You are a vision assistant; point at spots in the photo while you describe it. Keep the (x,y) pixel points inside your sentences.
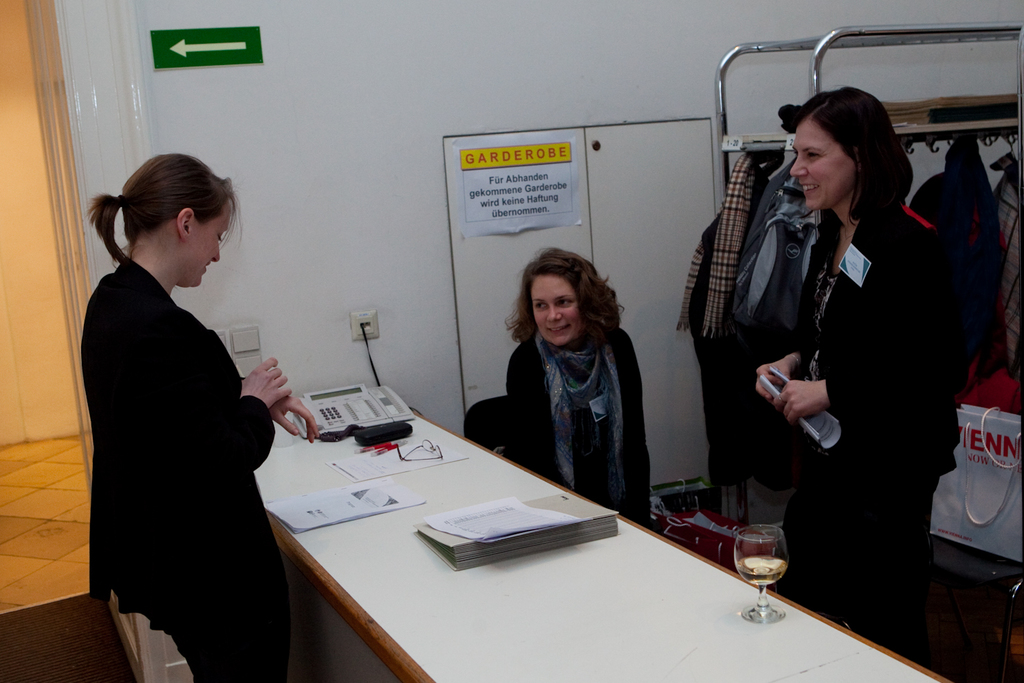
In this image In the middle (345,454) there is a table (600,560) on that there is telephone (357,417), paper (376,513) and file (545,537). On the right (885,275) there is a woman (869,298) she is smiling her hair (869,145) is short. In the middle (548,419) there is a woman (537,424) she is sitting her hair (571,283) is short. On the left (134,563) there is a woman (304,410) her hair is short she wears black dress (178,499). In the background (691,305) there is a wall (363,152), clothes (698,244) and floor (72,535).
